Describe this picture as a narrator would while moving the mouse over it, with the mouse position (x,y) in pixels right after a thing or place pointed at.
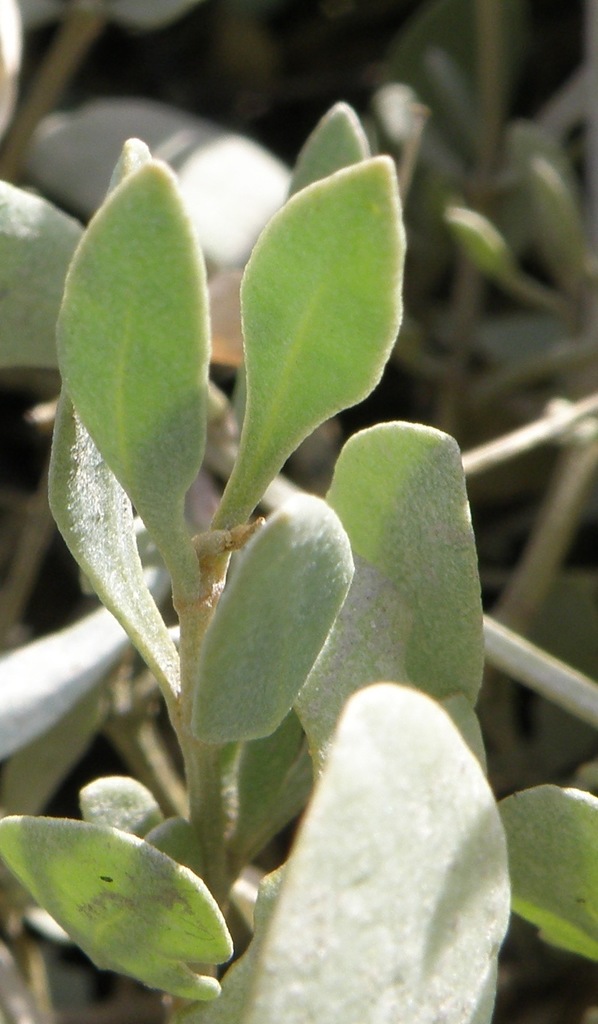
In the center of the image (383,350) there are plants (168,409).
